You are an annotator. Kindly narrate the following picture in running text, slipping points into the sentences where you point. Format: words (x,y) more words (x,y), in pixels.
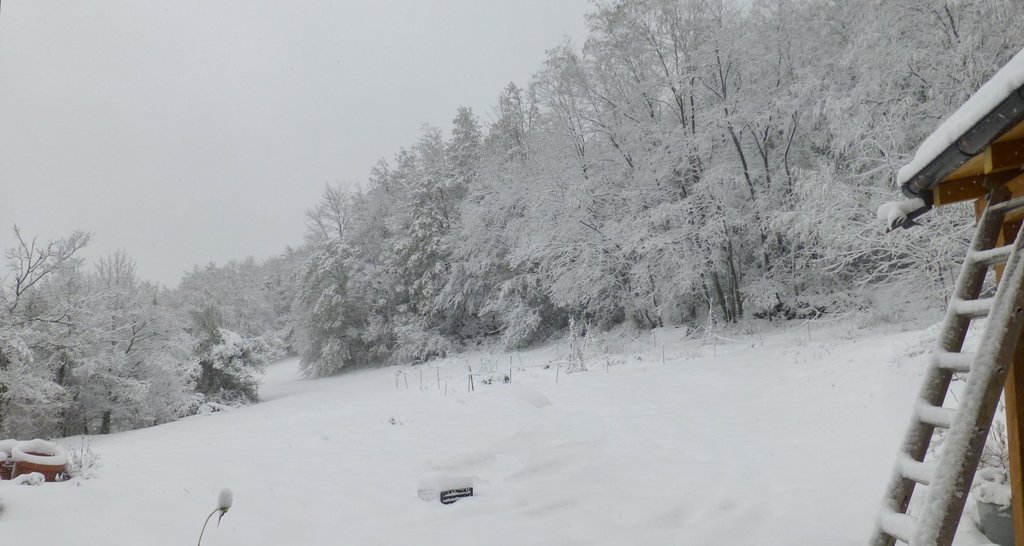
In this image, we can see trees (520,193), tubes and we can see a stand (980,248) are covered by snow (541,438). At the bottom (434,439), there is snow (482,433).
